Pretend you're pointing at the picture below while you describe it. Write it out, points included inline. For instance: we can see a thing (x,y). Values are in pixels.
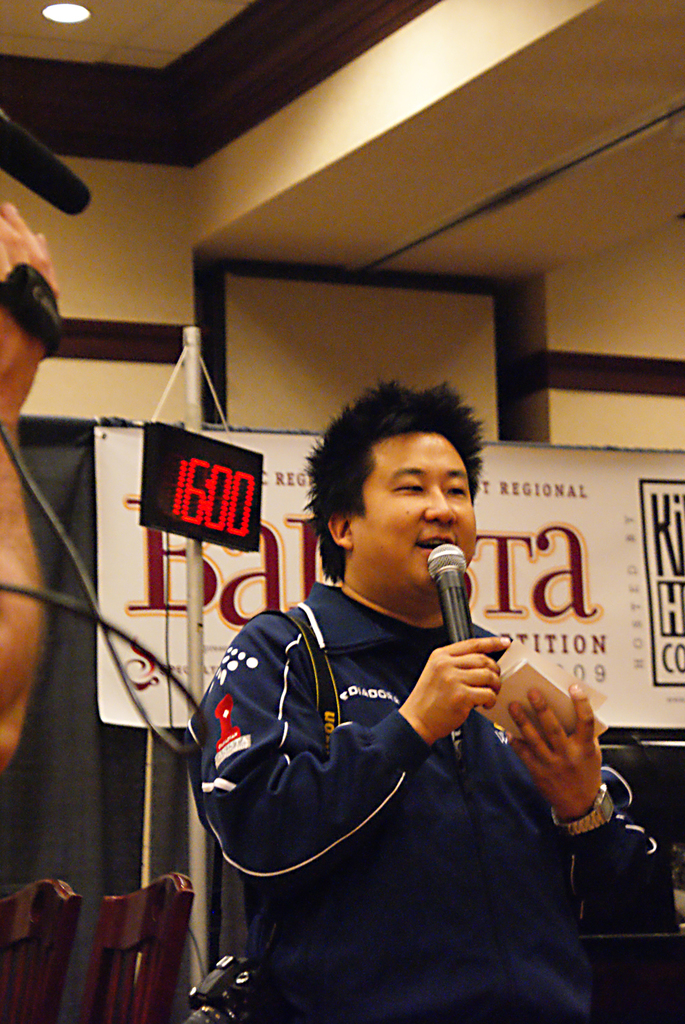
In the center of the image (424,462) there is a person (431,499) wearing a blue color jacket (229,771) and holding a mic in his hand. In the background of the image (364,368) there is a wall (88,348). There is a banner (119,480). There is a digital clock (163,469). To the left side (7,1023) bottom of the image (1,995) there are chairs (3,980). There is a person's hand (48,284). At the top of the image (62,62) there is a ceiling (24,22) with light (53,13).
